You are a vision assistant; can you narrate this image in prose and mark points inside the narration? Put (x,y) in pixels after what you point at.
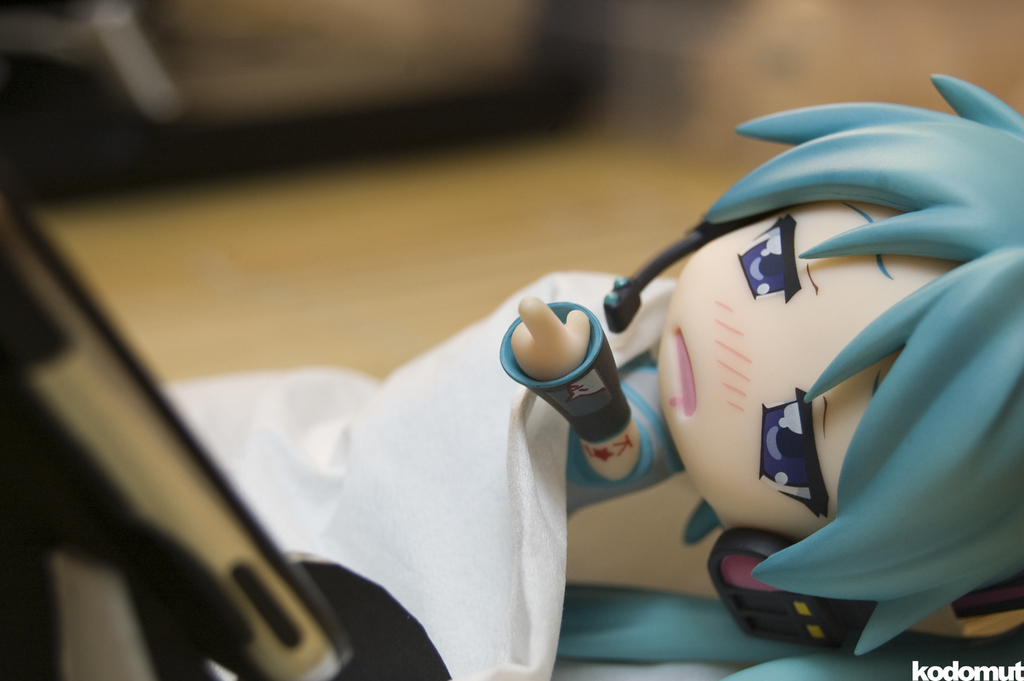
In this image there is a doll (871,649) on the table (101,255).
